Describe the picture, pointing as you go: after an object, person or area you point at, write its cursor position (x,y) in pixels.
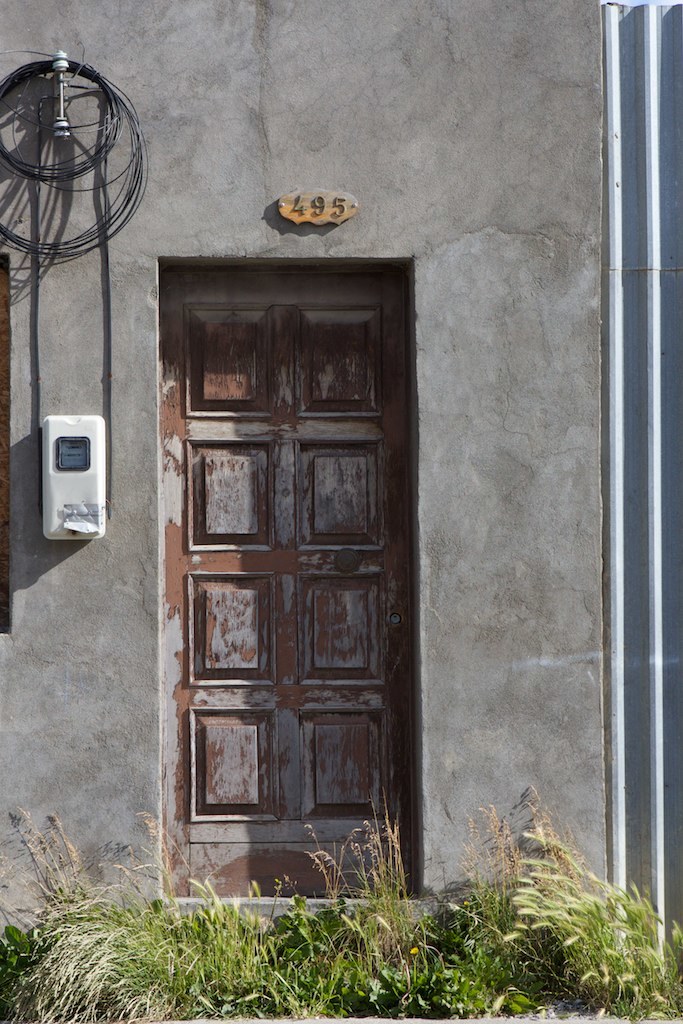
In this image we can see door (252,535) which is of red color, at the left side of the image (66,499) there is a gadget (100,528) and electrical wire (134,169) and the wall (427,426) is of cement color and at the foreground of the image (320,958) there are some plants (288,983).
